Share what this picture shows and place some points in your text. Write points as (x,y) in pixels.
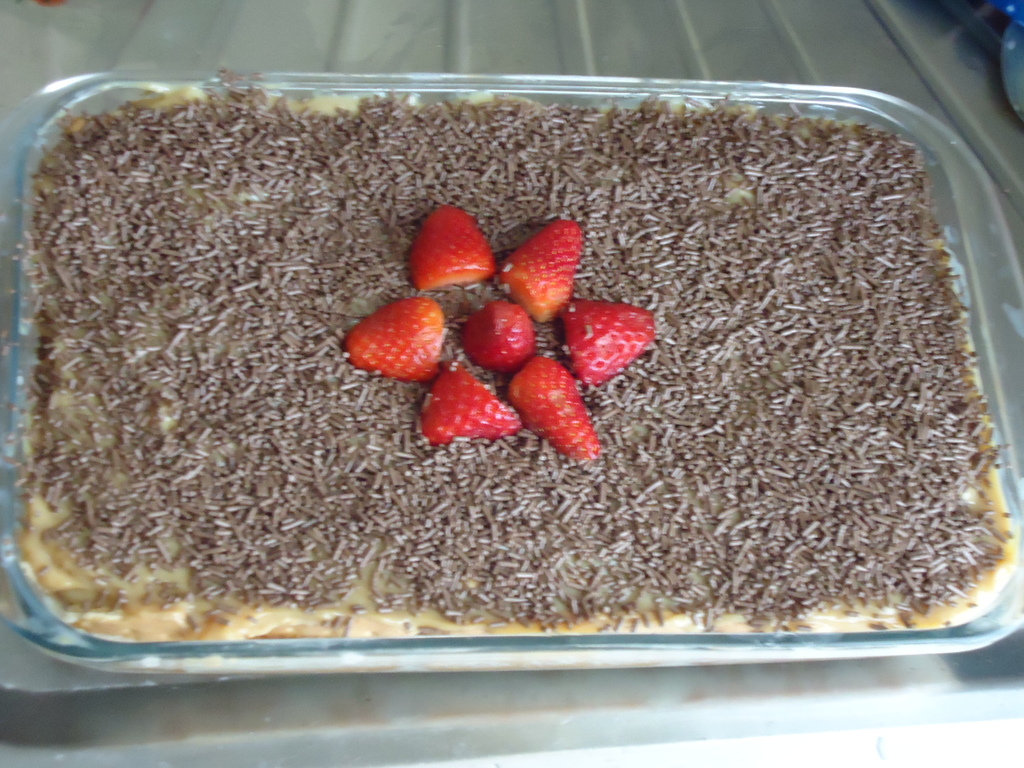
In this image we can see a bowl (292,206) on the table (709,692) and there are some food items (577,287) in the bowl (570,367).
